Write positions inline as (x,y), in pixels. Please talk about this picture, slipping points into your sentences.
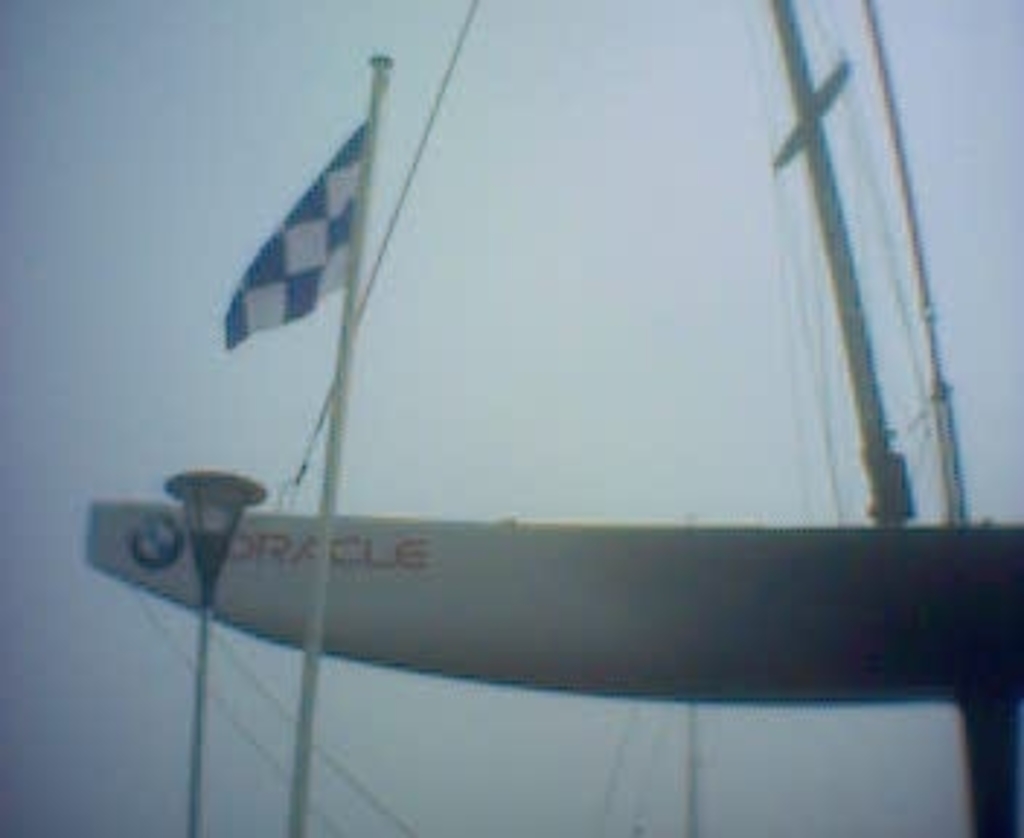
In this image I can see a flag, light pole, white color object (846,566) and rope (830,464). Background (531,136) is in white color.
